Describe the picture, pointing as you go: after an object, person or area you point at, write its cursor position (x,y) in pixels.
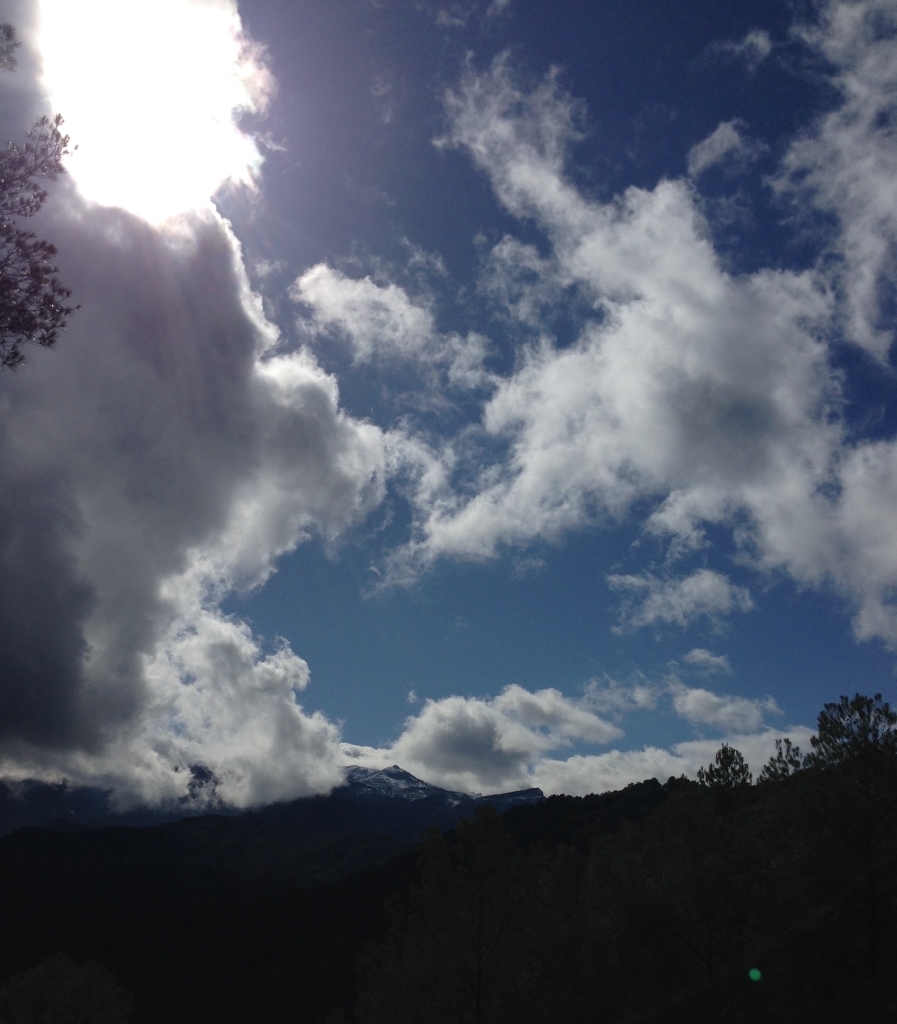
At the bottom of the image (565,852) we can see hills (728,826), trees (697,889), ground (682,923) are present. At the top of the image (503,257) clouds (25,589) are present in the sky (528,668).
